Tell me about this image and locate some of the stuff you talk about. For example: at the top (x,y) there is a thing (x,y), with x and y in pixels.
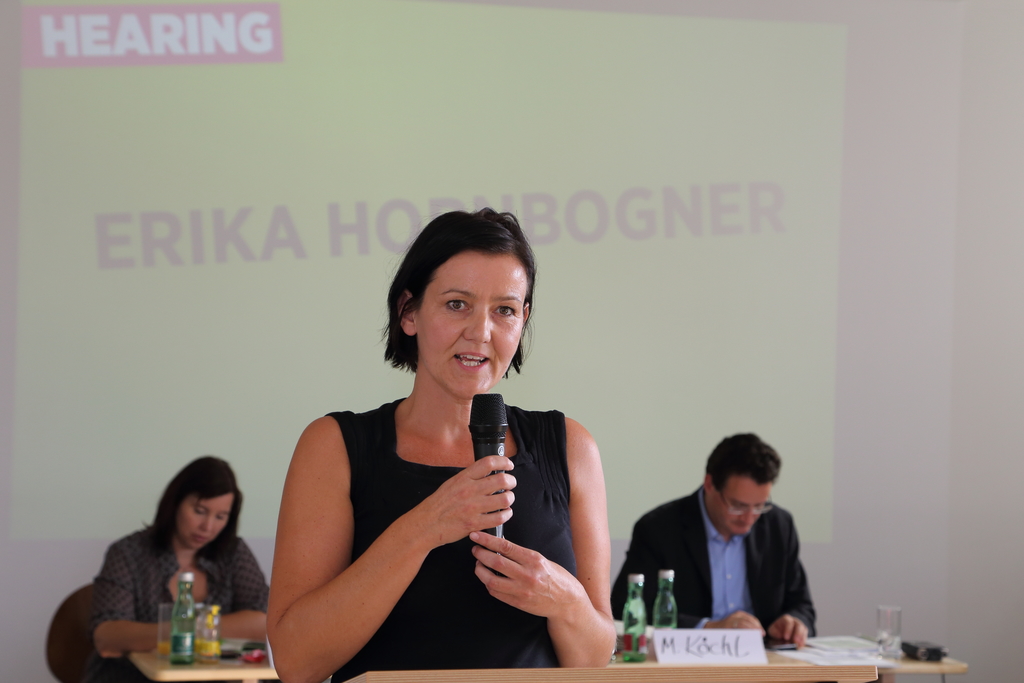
In this image the women (436,306) in the foreground (407,403) is holding a mic (486,429) in her hands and speaking. She is wearing a black dress (382,472). In the background (243,539) there are two people (218,522) who is sitting on the chair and looking down. There is a table (894,661) and few bottles (199,628) and glasses (890,648) are placed on the table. In the background (838,615) there is a screen (261,197) projected on the wall (483,118).
